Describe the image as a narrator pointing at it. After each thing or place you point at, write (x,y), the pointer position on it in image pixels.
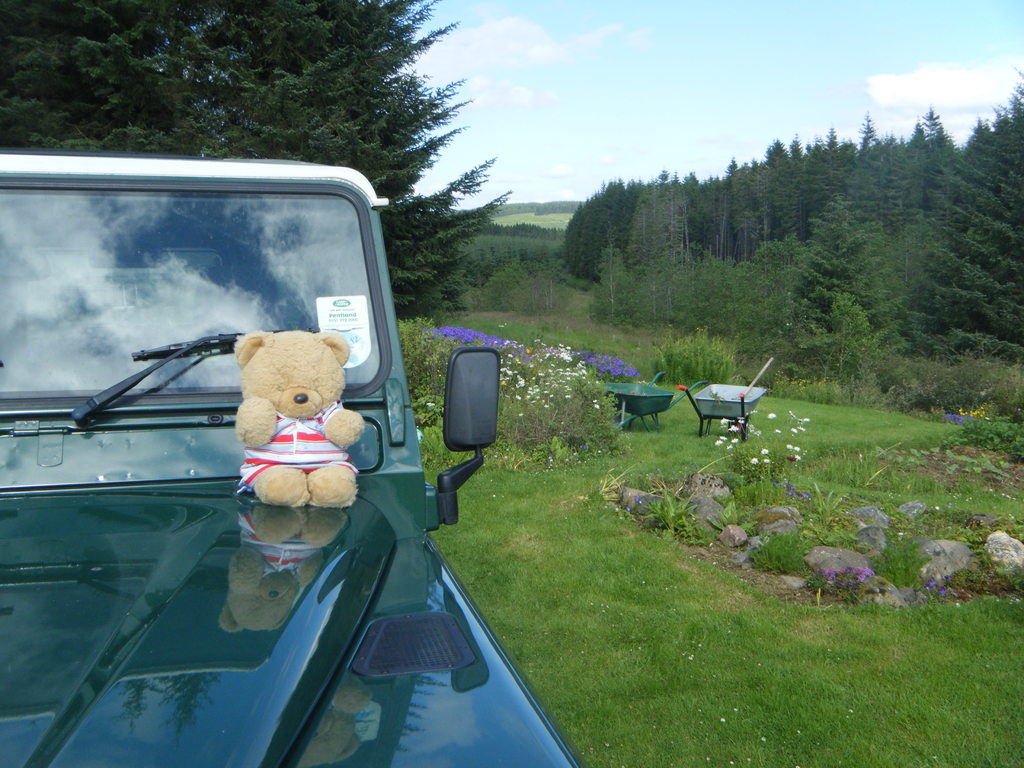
In this image I can see a car (313,632) which is green in color is on the ground (656,673) and I can see a teddy bear (315,448) which is brown in color is on the car (224,449). I can see some grass (546,554), few plants (518,358), few flowers (529,391) which are white and purple in color, few trolleys (622,382) and few stones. In the background (318,112) I can see few trees (318,112) and the sky (695,156).
